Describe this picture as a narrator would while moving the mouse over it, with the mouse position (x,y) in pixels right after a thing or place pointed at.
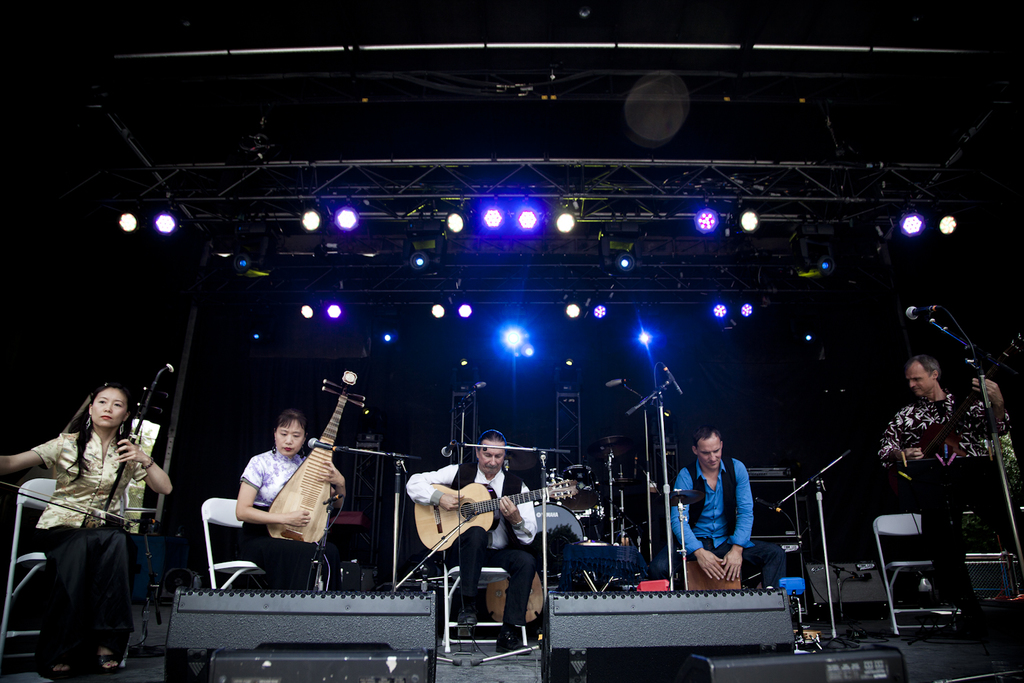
In this image i can see two women (274,469) and three man (506,518), most sitting on a chair (905,524) and playing a musical instrument (304,500) at the back ground (512,329) i can see a light (519,331).
